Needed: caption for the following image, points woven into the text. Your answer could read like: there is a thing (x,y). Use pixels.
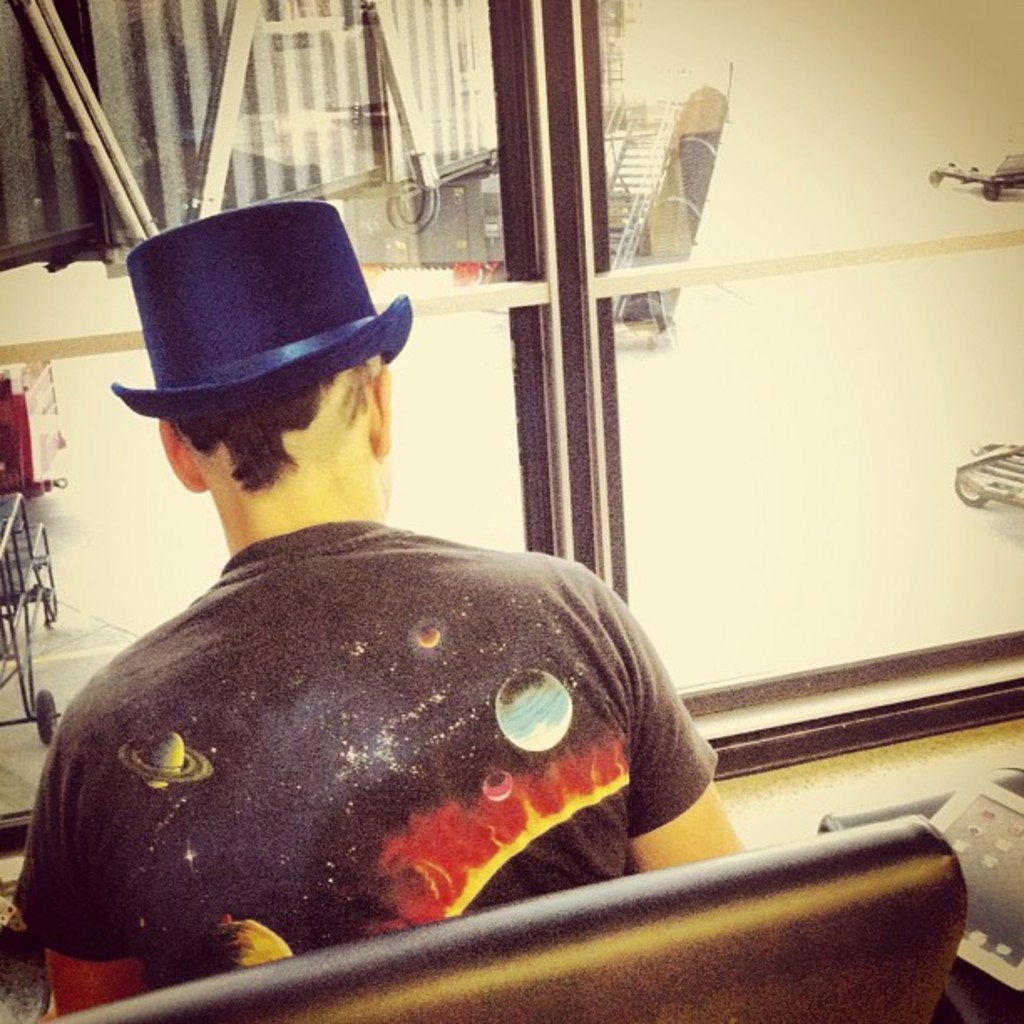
In this picture we can see a man (137,808) wore a cap (362,274) and sitting on a chair (818,975), tab (967,806) and some objects (9,388).
